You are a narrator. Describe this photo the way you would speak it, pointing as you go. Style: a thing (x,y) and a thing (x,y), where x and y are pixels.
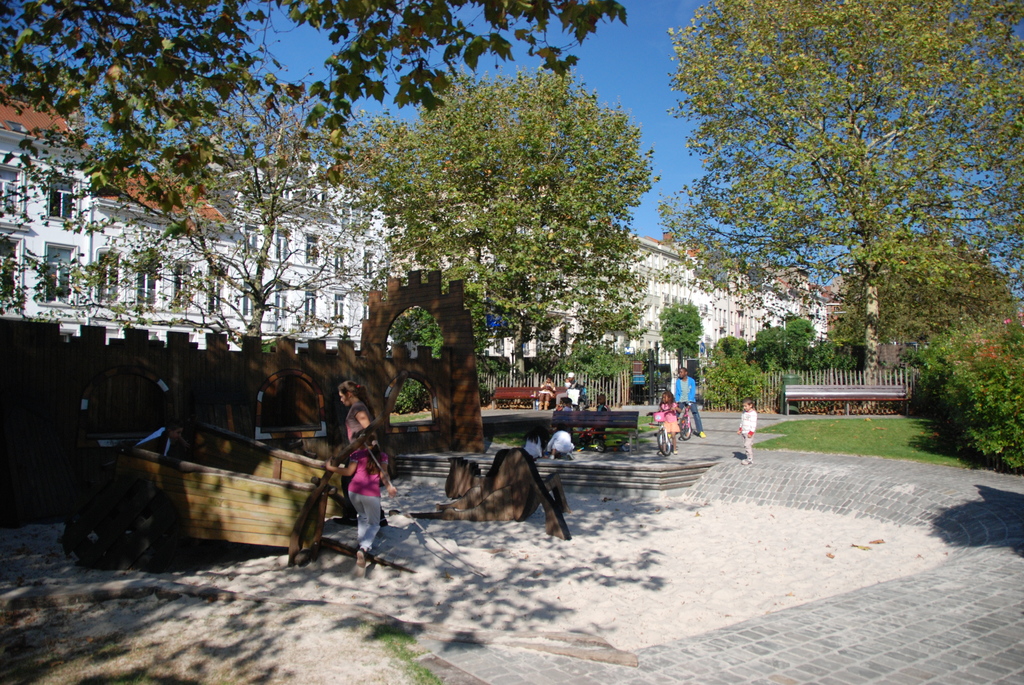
In the foreground of the image (615,588) we can see sand (425,563) and some persons (351,412). In the middle of the image (602,361) we can see some children (747,438), grass (875,449), trees (521,301) and a house (13,174). On the top of the image (170,167) we can see the sky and leaves (488,301).
